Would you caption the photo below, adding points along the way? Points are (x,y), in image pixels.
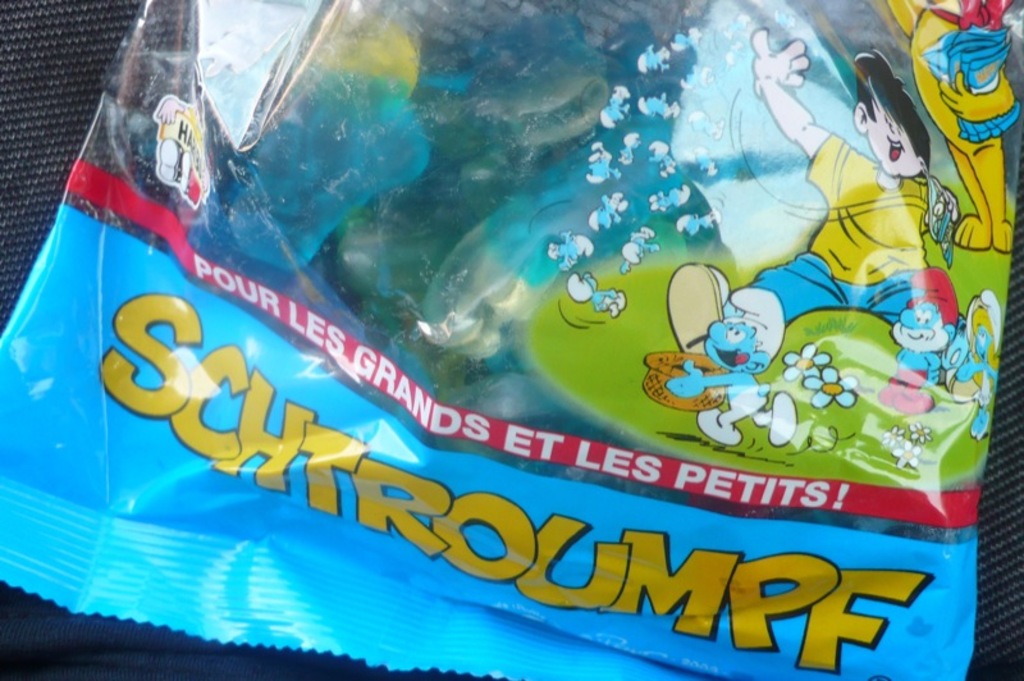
In this picture we can observe a blue color packet (338,416). We can observe yellow color word (201,416) on the packet (238,496). On the right side (795,249) there are cartoon pictures (797,273) on this packet (656,203).
